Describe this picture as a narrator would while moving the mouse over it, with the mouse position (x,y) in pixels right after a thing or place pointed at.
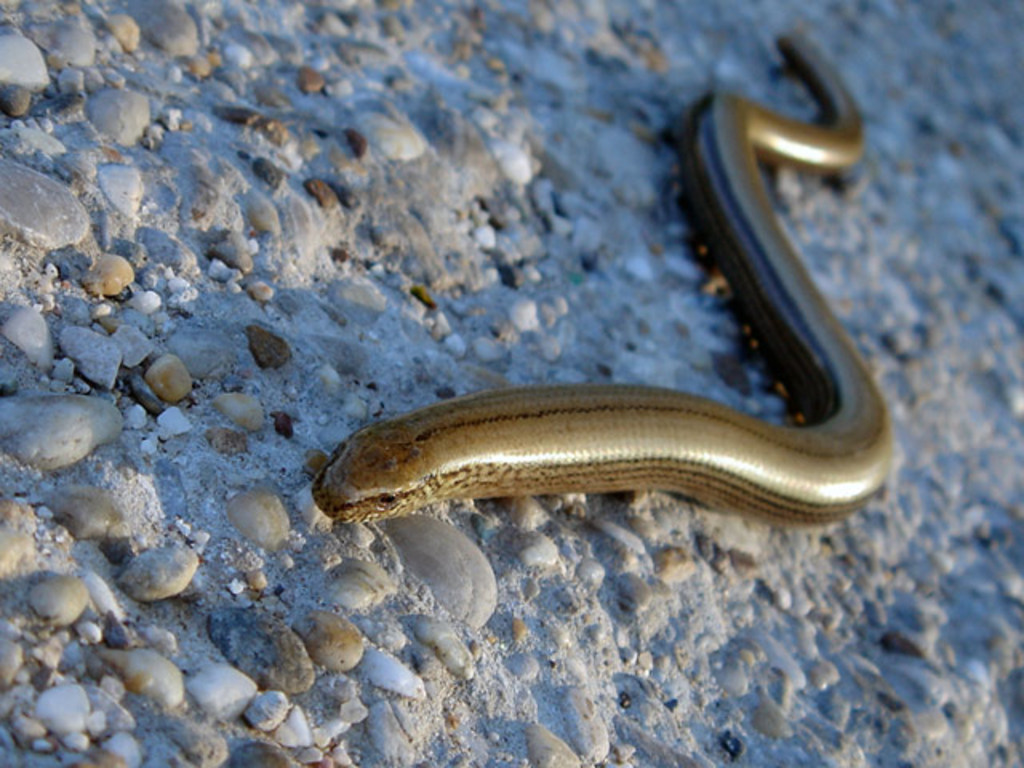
It is a snake (485,415) which is moving on the stones (254,425).
